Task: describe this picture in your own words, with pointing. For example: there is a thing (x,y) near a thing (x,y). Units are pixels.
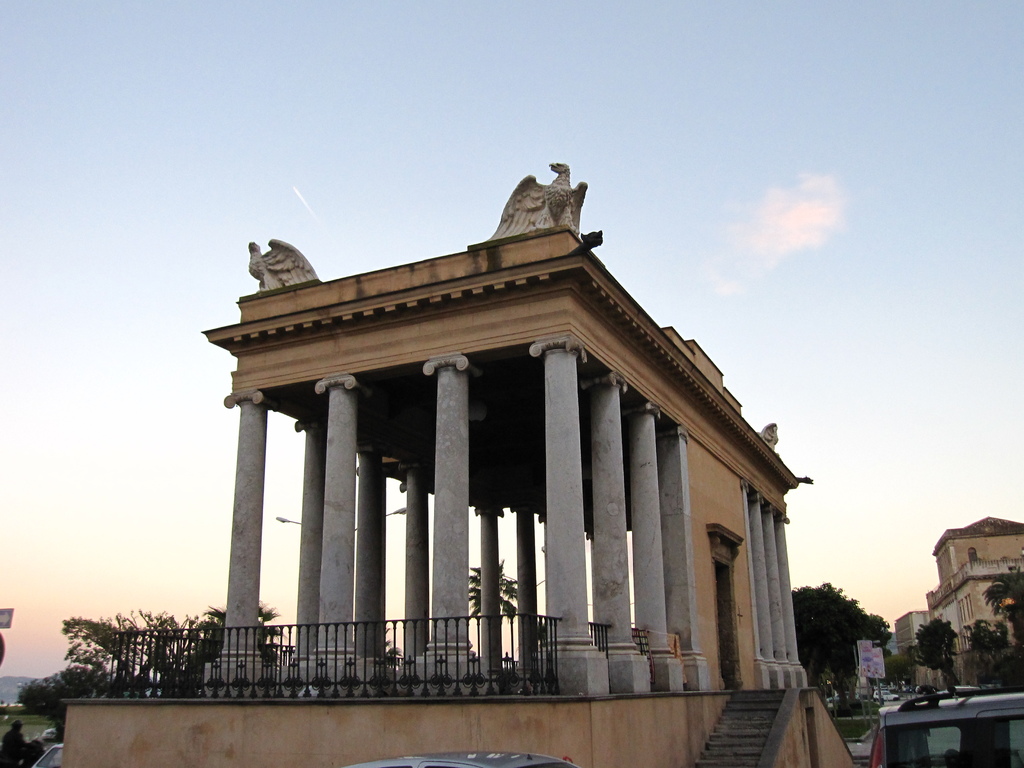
In this image I can see the buildings (612,666), trees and few vehicles (884,743). There are boards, railing (455,673) and the stairs (738,758). In the background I can see the sky (665,230).
